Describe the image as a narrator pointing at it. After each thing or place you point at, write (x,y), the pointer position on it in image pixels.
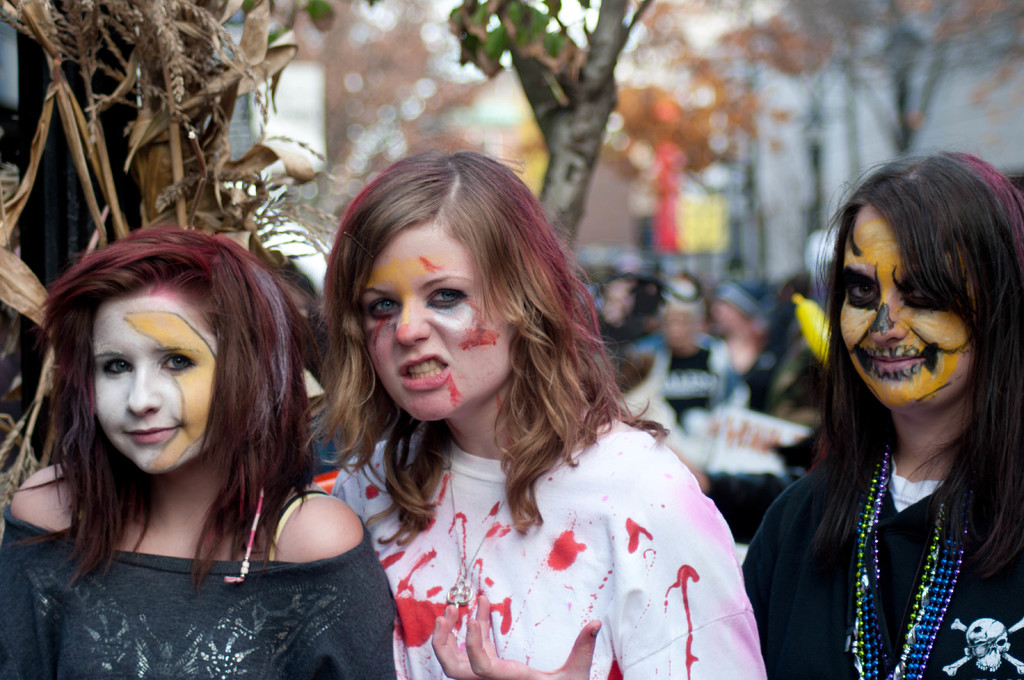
To the left side of the image (205,601) there is a lady (286,502) with black dress (208,606) is standing and on her face (156,391) there is a painting (145,381). And in the middle of the image (442,404) there is a lady (534,507) with white t-shirt (546,547) and red marks (551,557) on it, on her face (462,400) there is a painting (453,389). To the right corner of the image (805,560) there is a lady (908,566) with black dress (800,615), chains (861,547) around her neck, skull symbol (993,641) on the t-shirt (1001,649) and also there is a painting (927,358) on her face (899,343). In the background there are few trees (553,215) and also there are few people (705,316).
